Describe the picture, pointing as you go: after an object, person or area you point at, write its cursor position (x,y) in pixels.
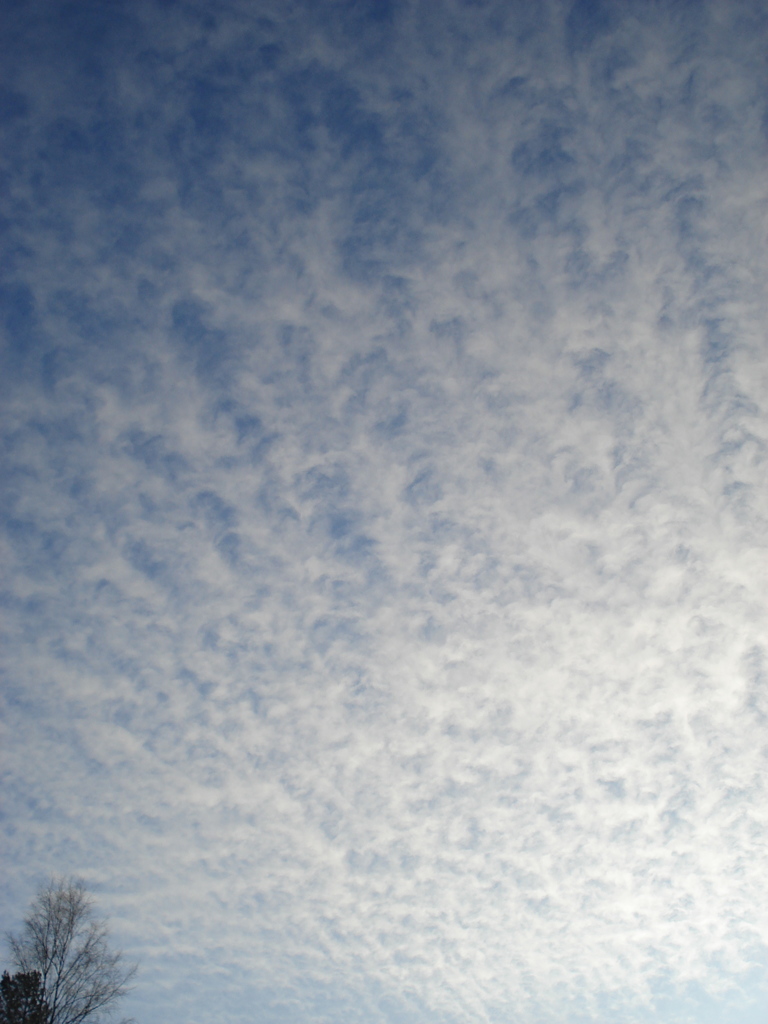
This picture is clicked outside. On the left corner (43,969) we can see the trees (68,971). In the background (237,215) we can see the sky (298,395) which is full of clouds (282,458).
